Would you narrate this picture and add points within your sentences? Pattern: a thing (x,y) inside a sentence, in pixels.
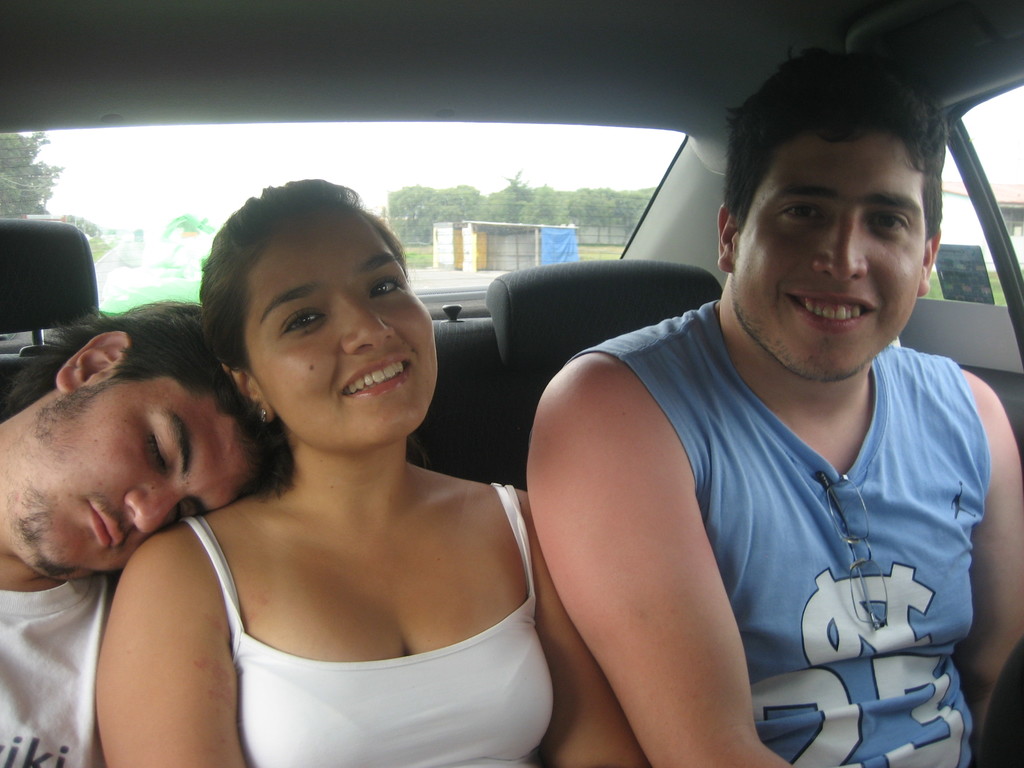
This picture shows three people (42,718) seated in the car (31,300) on the back (54,344).
